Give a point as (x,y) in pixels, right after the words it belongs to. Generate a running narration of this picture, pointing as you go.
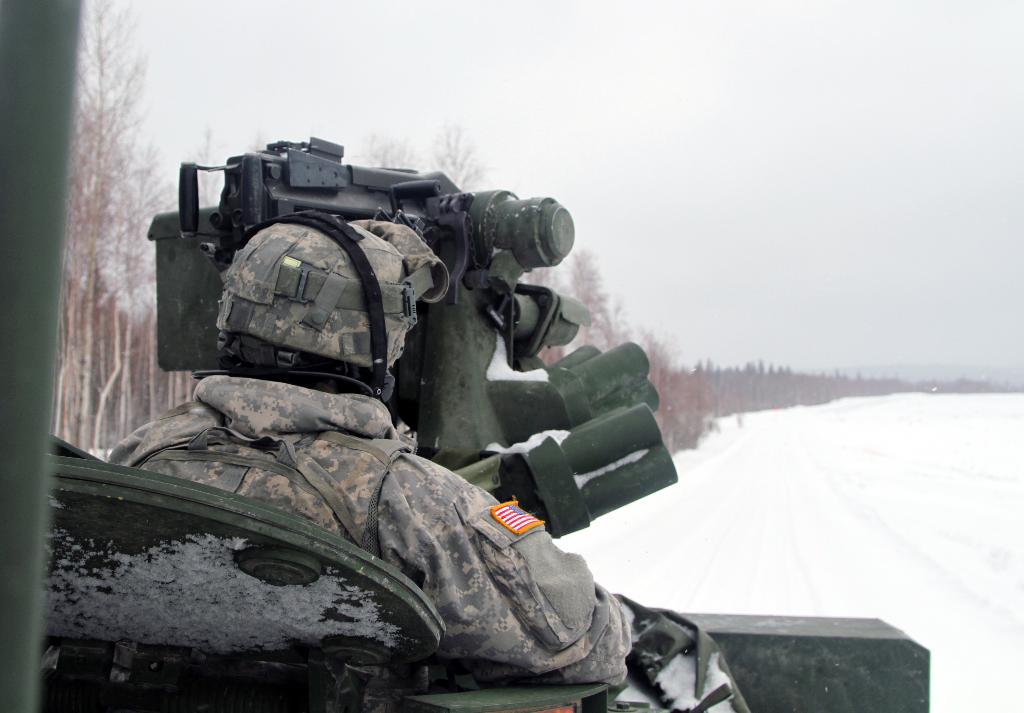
In the picture we can see the army man (338,475) in the uniform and holding some equipment (576,462) and in front of him we can see the snow surface (991,426) and beside it, we can see full of trees (74,399) and in the background (844,13) we can see the sky (880,297).
